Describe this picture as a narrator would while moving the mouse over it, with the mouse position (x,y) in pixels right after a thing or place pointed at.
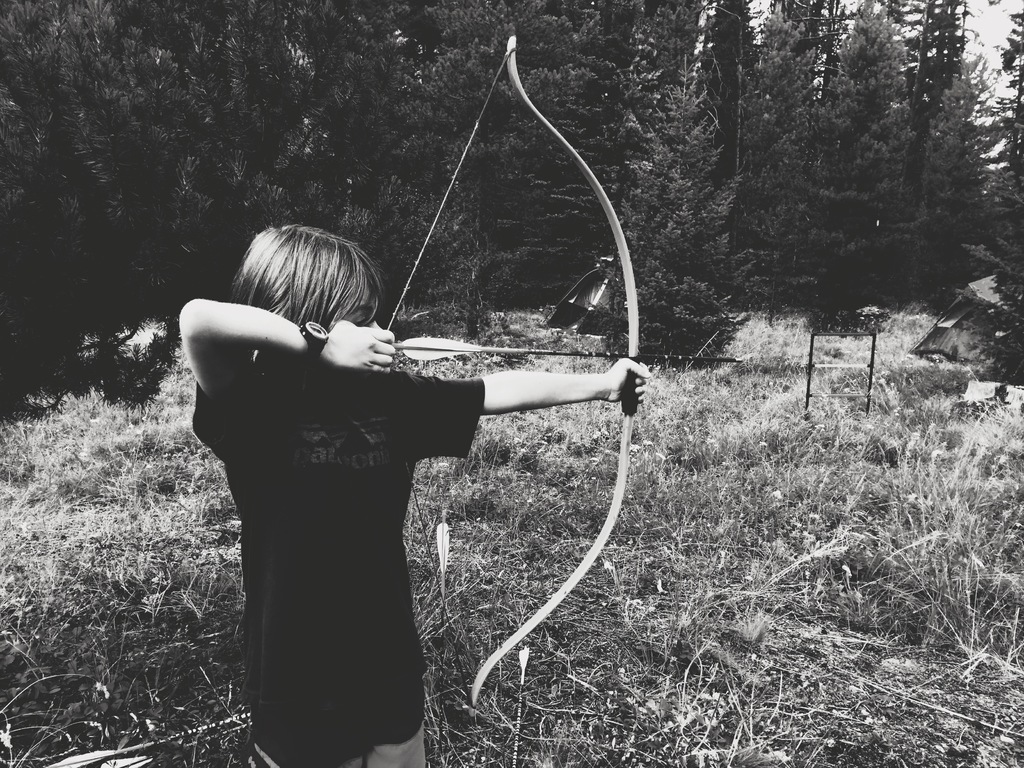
In this image I can see a boy (405,708) is holding an arrow (597,355) in hand (640,367) and grass (632,645). In the background (726,115) I can see trees (725,264). On the top right (994,33) I can see the sky (977,49). This image is taken may be in the forest (983,207).
